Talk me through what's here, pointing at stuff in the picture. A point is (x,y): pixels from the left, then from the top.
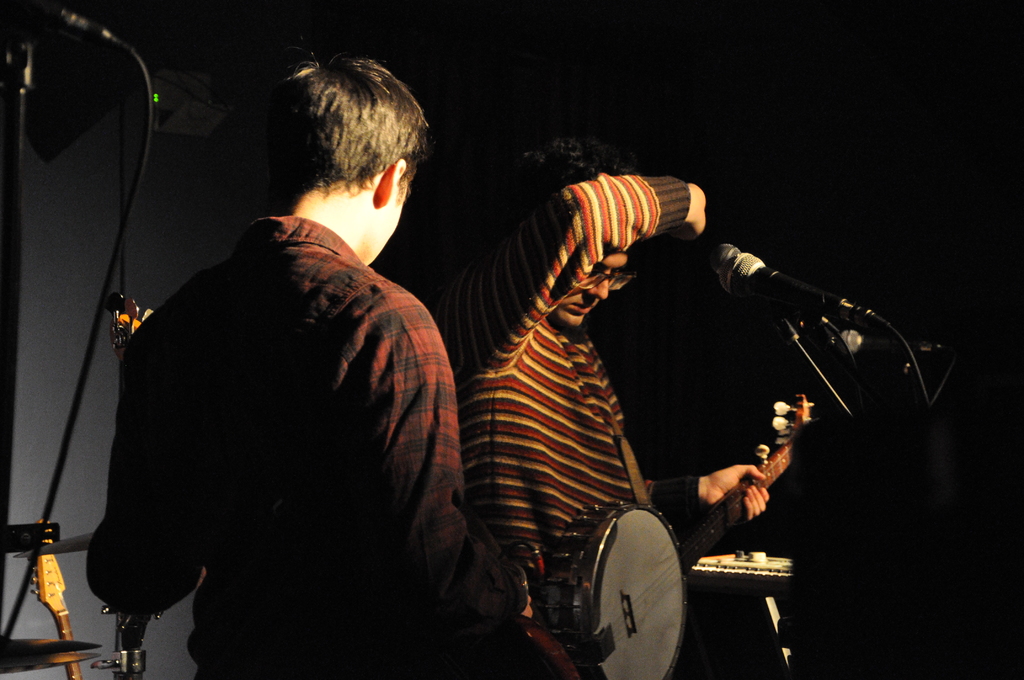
A person (536,355) wearing a sweater (548,382) and spectacle (611,277) is holding a banjo (656,558). And in front of him two mics (758,282) are there. And also a person (386,425) wearing a shirt (364,447) is standing. And a guitar (49,601) is placed over there. Wire (112,271) of a mic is there.
